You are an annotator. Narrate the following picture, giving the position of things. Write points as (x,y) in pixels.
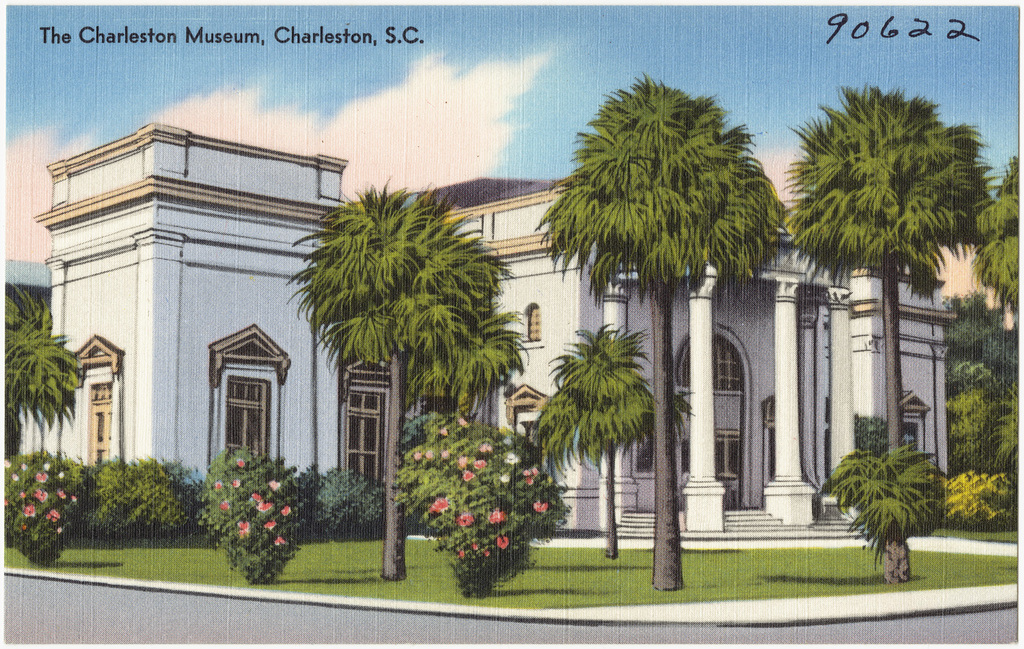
This picture is an edited picture. In this image there is a building (187,169) and there are trees (508,338) and there are flowers (44,494) on the plants (307,477). At the top (592,75) there is sky (528,79) and there are clouds (445,79). At the bottom (598,564) there is grass (594,569) and there is a road (297,627). At the top left (274,27) there is a text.
